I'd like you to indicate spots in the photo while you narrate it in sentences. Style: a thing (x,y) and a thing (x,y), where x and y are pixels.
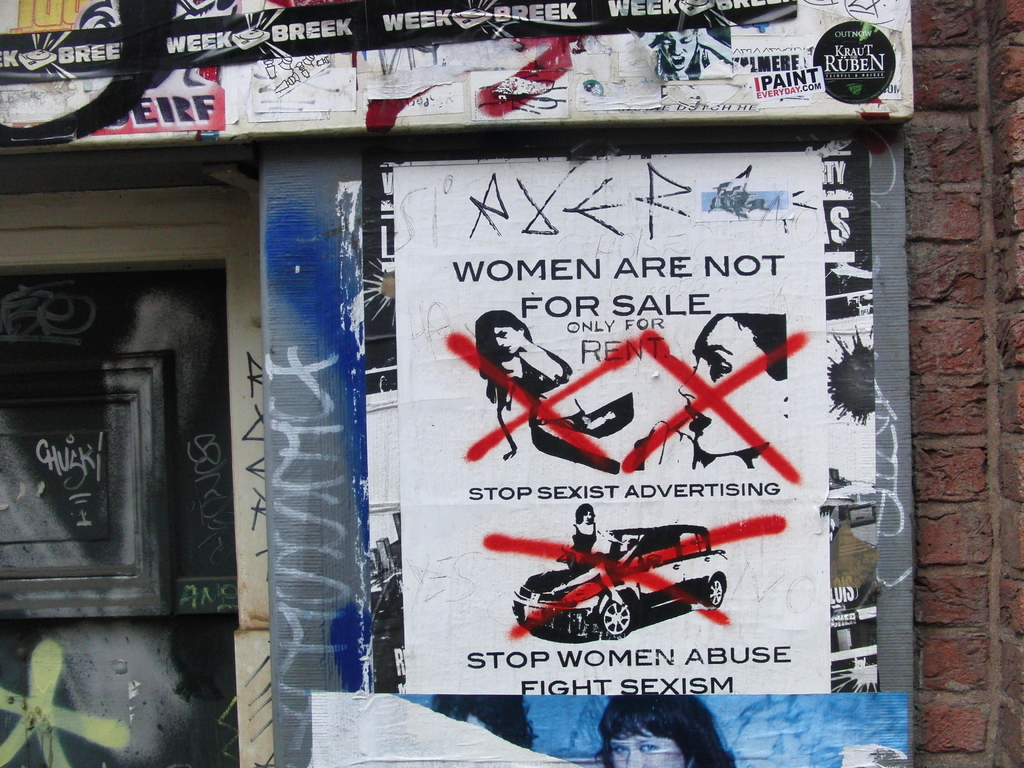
In this picture I can observe posters (616,293) on the wall (435,83). I can observe some text (637,309) in the posters (576,502). On the left side (187,490) I can observe black color door (96,515).
